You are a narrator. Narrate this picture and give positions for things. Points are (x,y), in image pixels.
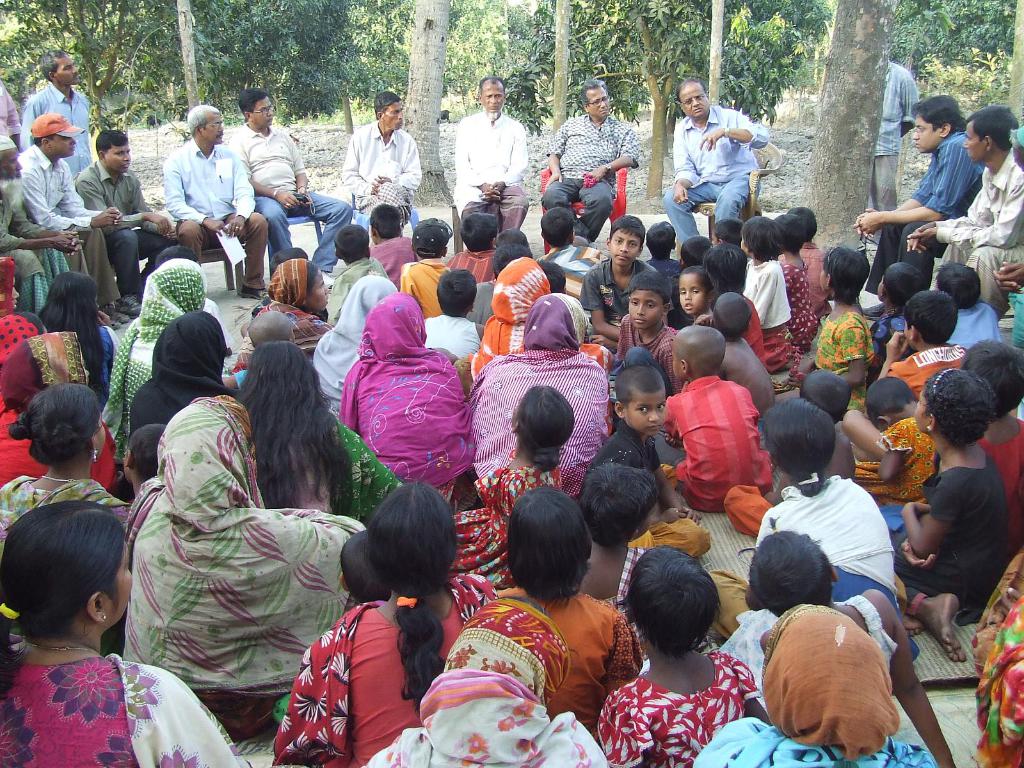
In this image we can see a few people (682,515) sitting on the ground (900,184) and a few people (720,172) sitting on the chairs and the other person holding paper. In the background (581,64), we can see trees (688,30).
